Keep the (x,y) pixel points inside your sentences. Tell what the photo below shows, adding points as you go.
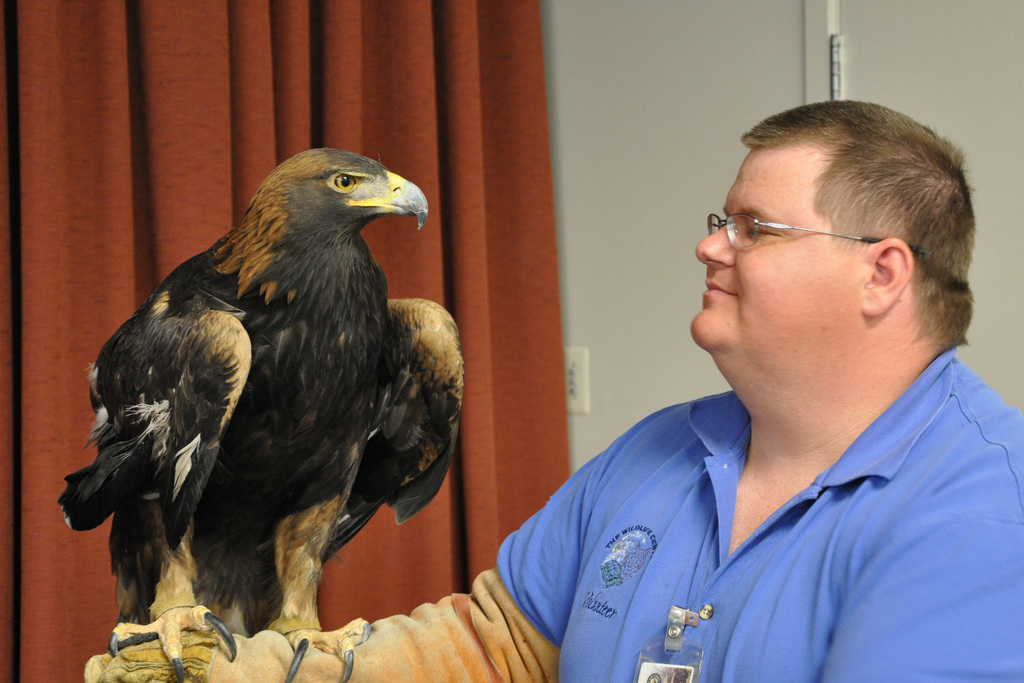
This image is taken indoors. In the background (605,145) there is a wall (702,100) with a door (941,92) and a curtain (150,112). On the right side of the image (921,299) there is a man (914,374) and there is an eagle (369,222) on the man's hand (270,640).
